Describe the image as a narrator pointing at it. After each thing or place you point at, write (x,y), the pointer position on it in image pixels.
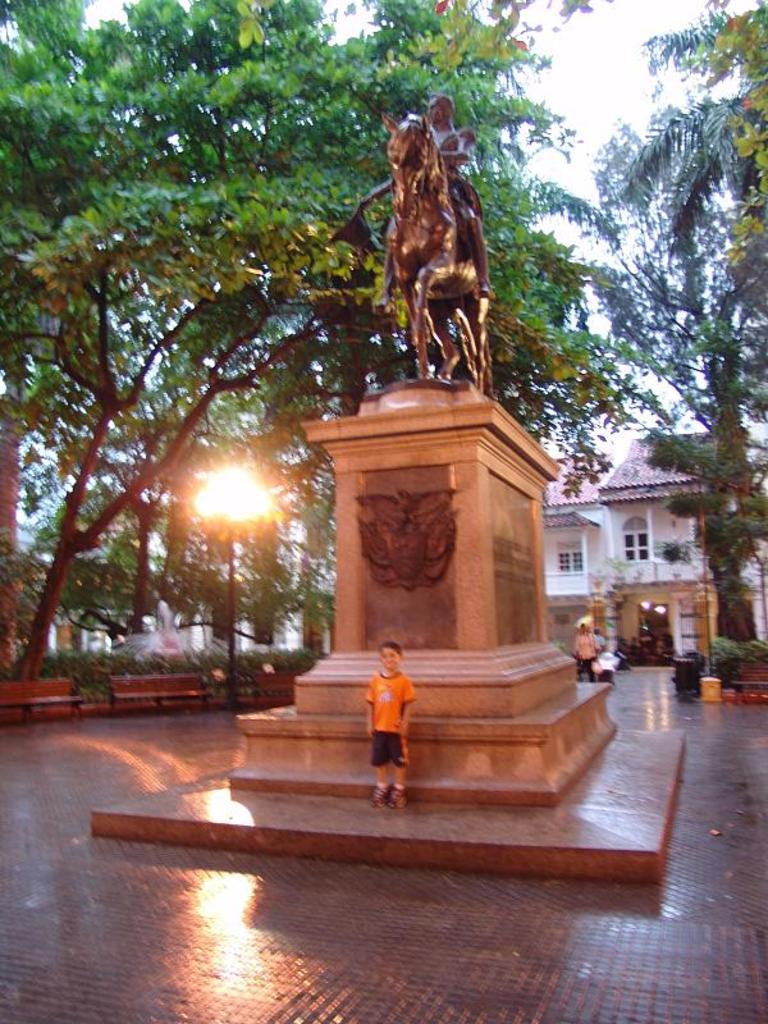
This image is clicked outside. In this image, there is a boy (395,802) standing in the front (376,746). Behind the boy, there is a sculpture (423,160) or a statue (426,169). In the background (96,444), there are many trees (614,284) and a big building (609,475). To the bottom (520,966), there are tiles (168,921).
